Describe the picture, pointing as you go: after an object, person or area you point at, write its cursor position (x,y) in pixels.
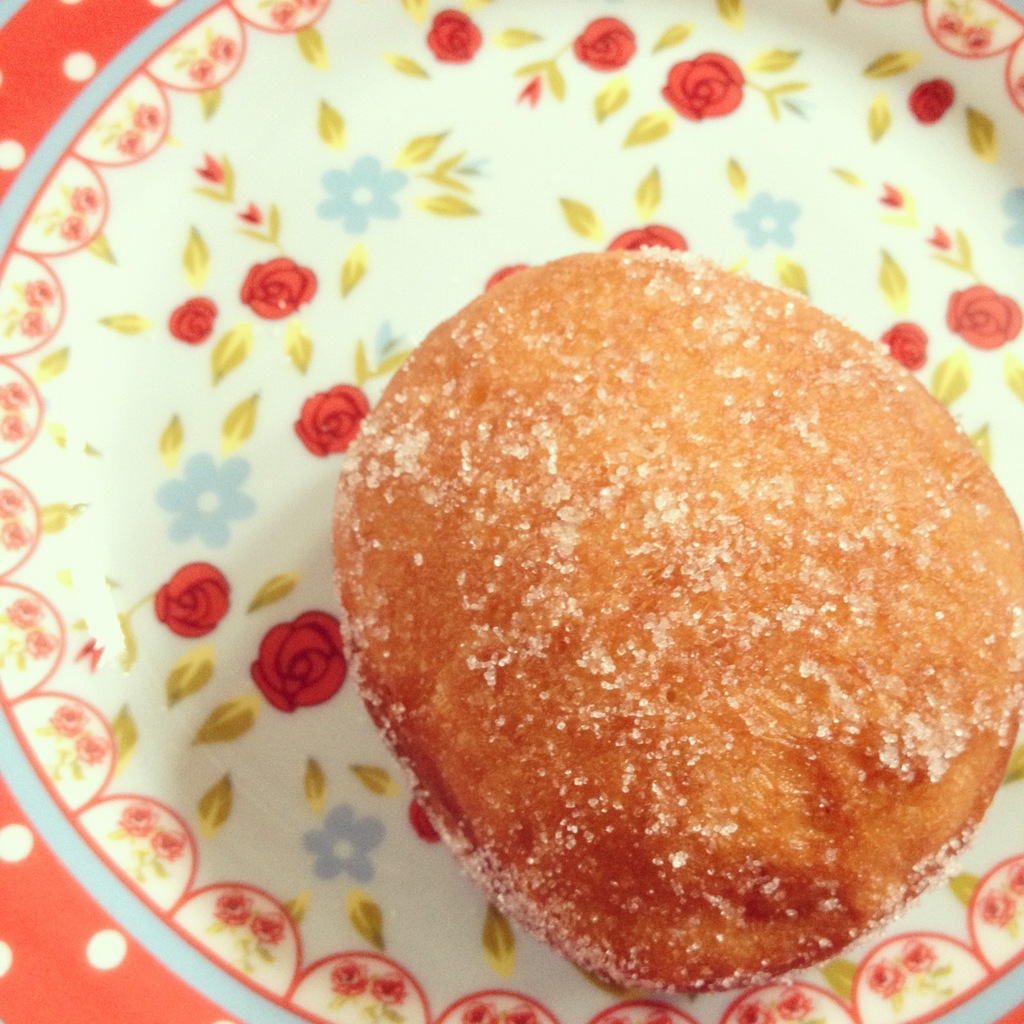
In this image we can see a food item (624,535) on the plate (88,336), also we can see designs (532,93) of flowers (291,274) on the plate (249,528).
